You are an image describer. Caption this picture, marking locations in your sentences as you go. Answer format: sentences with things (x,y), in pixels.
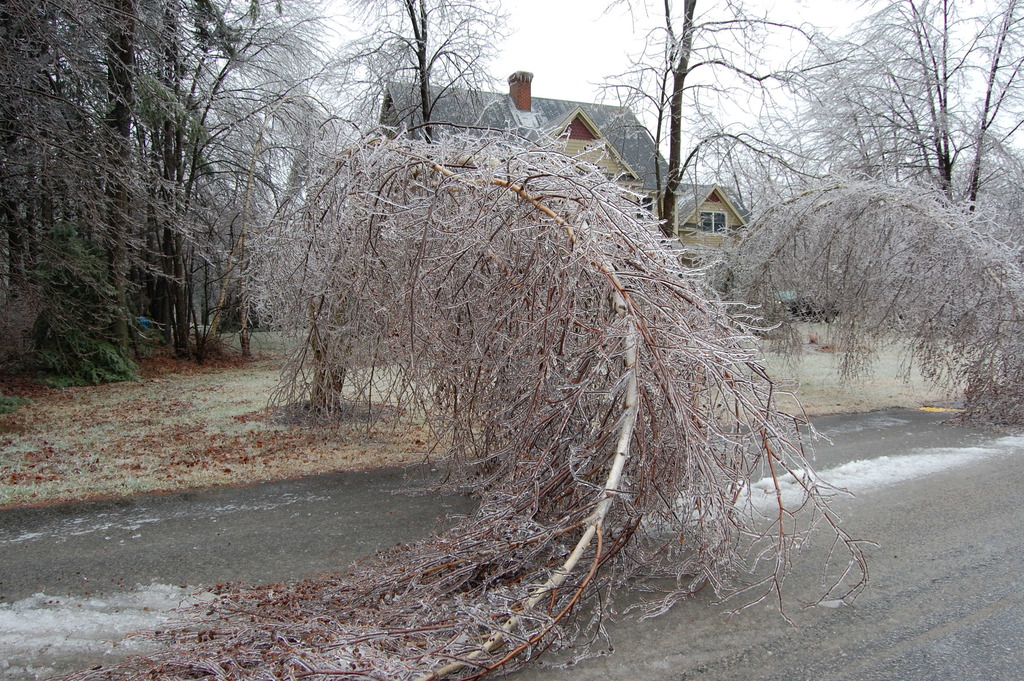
At the bottom of the image (900,606) I can see the road (902,619). On the road (983,473) I can see the snow (84,610). In the background (102,230), I can see many trees (620,282) and a house (618,181). The trees (619,262) are filled with the snow (537,221).
